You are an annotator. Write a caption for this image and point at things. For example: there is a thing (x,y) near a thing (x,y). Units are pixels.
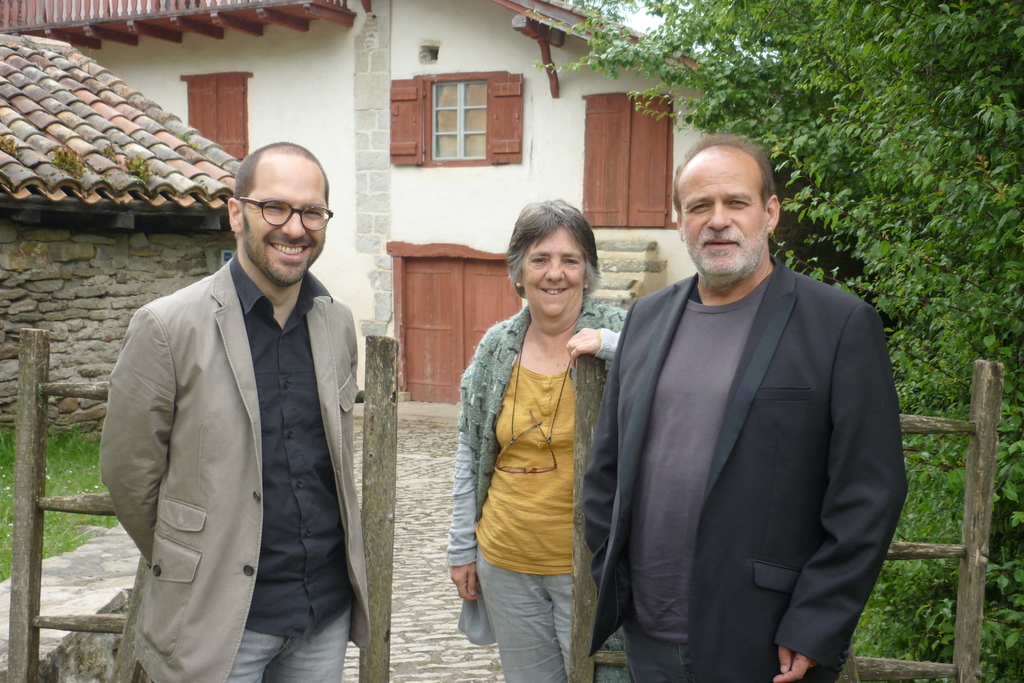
In the foreground of this image (193,462), there are two men (756,402) and a woman (559,416) standing near a wooden railing (373,500). In the background (444,143), there is a house (422,67), a hut (99,227), grass (59,443) and trees (962,252).
